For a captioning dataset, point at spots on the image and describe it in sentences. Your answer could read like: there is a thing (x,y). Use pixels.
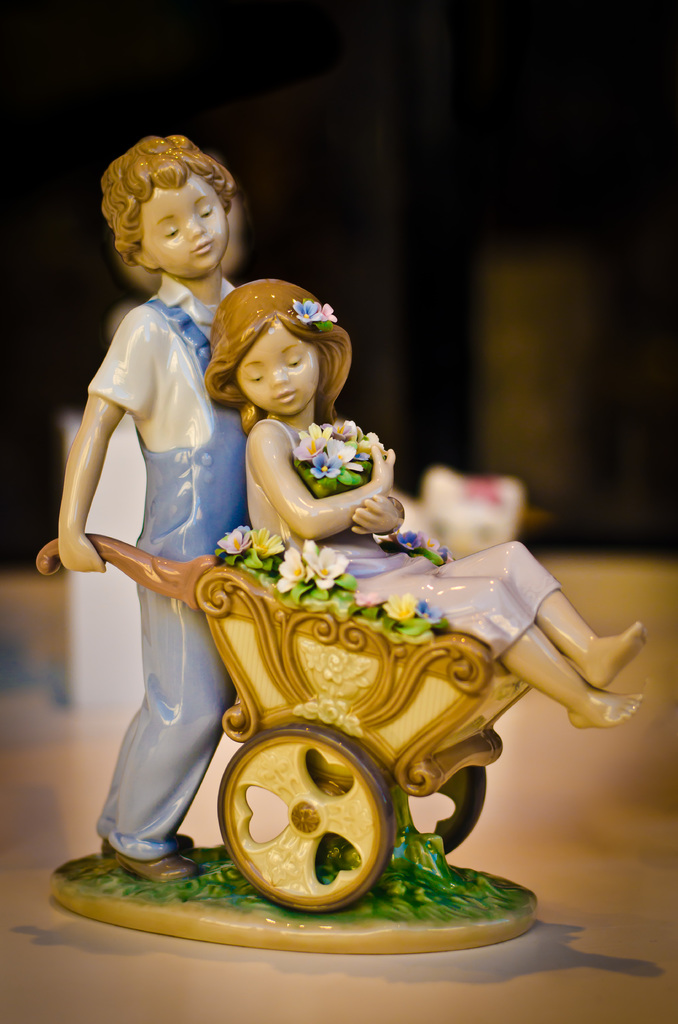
In the center of the image (291,576) we can see a figure (279,527) placed on the surface (258,985).
